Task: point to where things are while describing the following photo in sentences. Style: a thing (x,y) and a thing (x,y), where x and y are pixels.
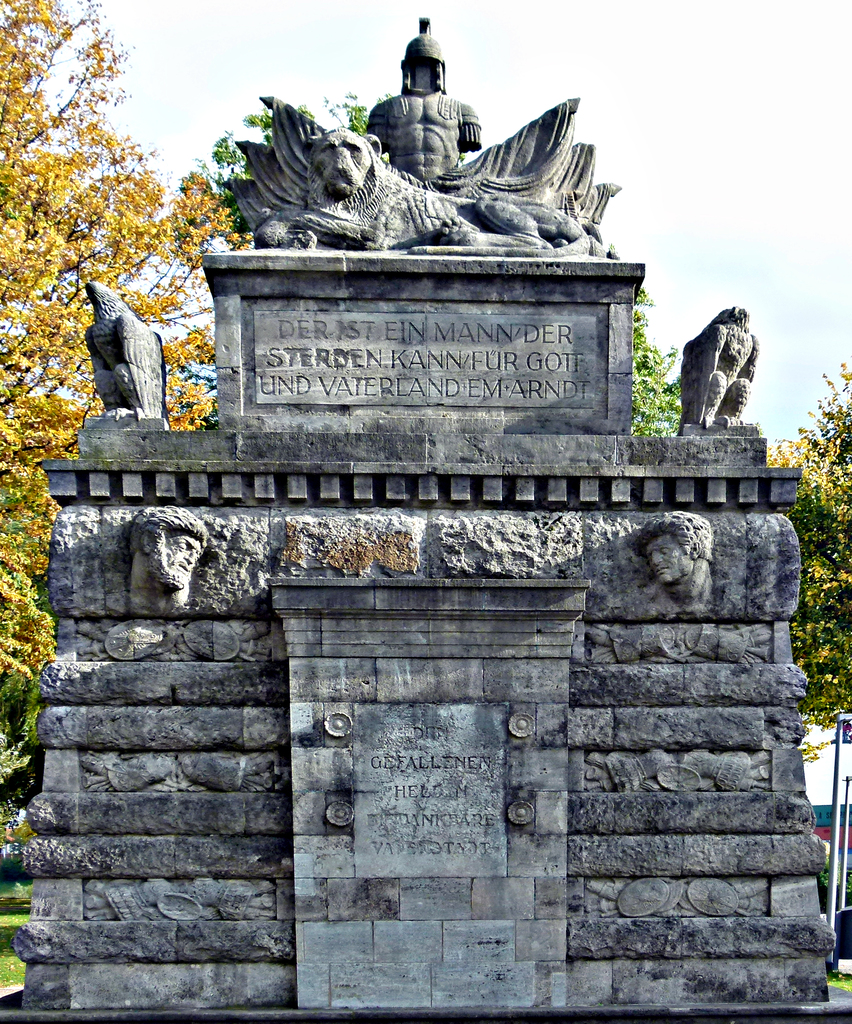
In the foreground of this image (72,717), there are sculptures (489,209) and text (346,353) on the stone (727,799). In the background (829,555), there are trees (839,537) and the sky (612,70).
